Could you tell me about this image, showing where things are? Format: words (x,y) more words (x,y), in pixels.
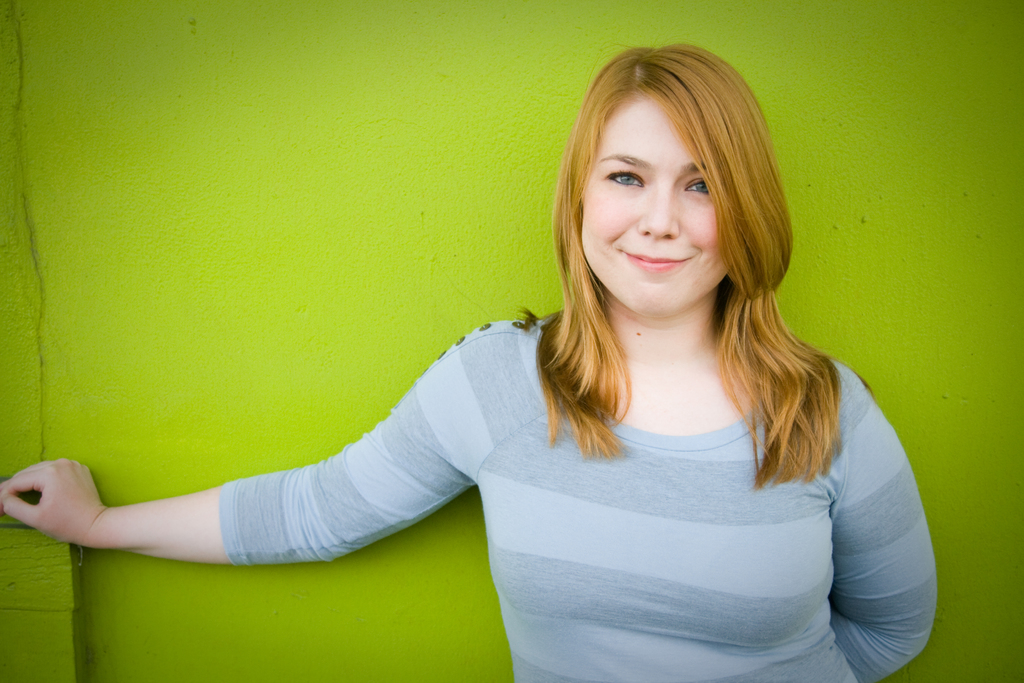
In this picture there is a woman (673,339) who is wearing t-shirt (752,481) and she is smiling. She is standing near to the green color wall (350,326).
